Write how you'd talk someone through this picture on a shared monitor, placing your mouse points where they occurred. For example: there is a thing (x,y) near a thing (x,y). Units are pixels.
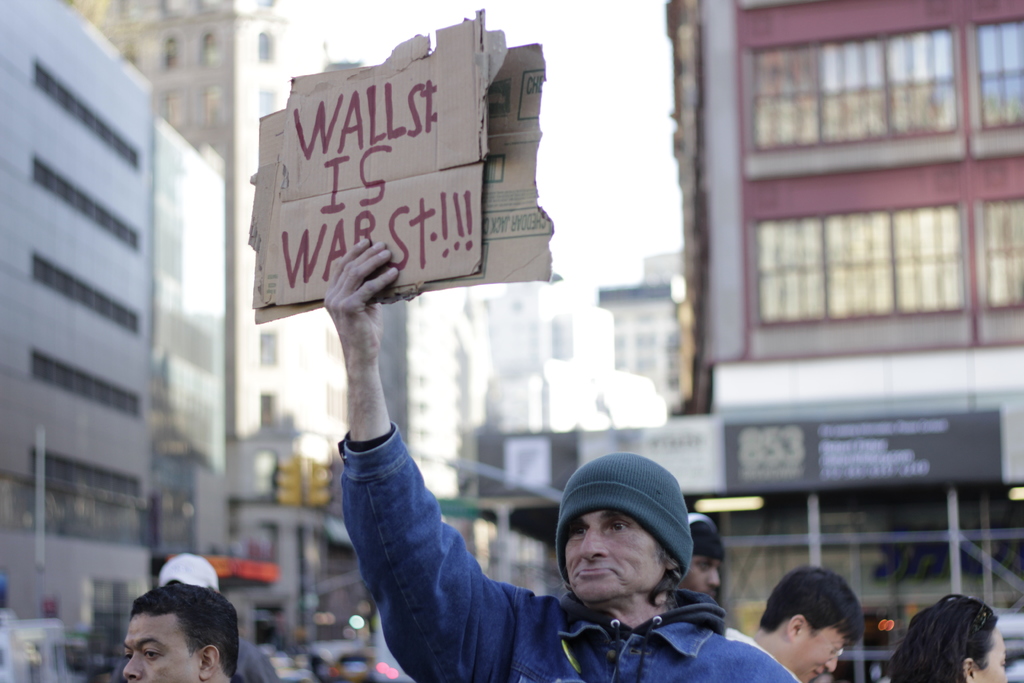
In this image there is the sky (587,94) towards the top of the image (571,42), there are buildings (709,308), there are windows (102,505), there is a wall (109,567) towards the left of the image (99,556), there are boards (805,460), there is text (745,460) on the boards (789,474), there are lights (358,620), there is a car (376,657) towards the bottom of the image (361,676), there are traffic lights (317,487), there are men (536,639) towards the bottom of the image (408,625), there is a man (646,568) holding an object (384,173), there are men (635,542) wearing a cap (639,516).
